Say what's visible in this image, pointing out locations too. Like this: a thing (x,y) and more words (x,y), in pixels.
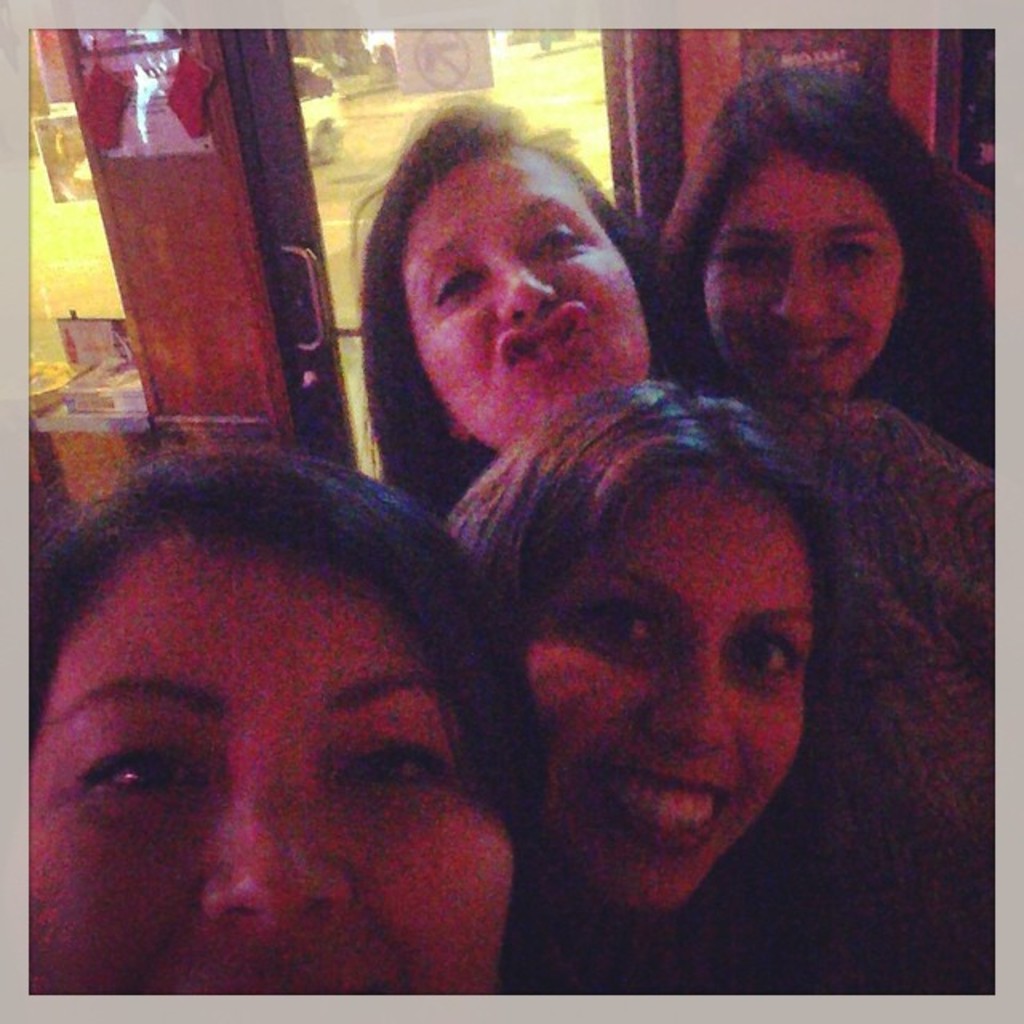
In this image there are four women (617,596) towards the bottom of the image (316,683), there is a door (378,186), there is a paper (464,61) on the door (357,162), there is a wall (200,268), there are objects (185,94) on the wall (920,62), there is a road (380,145), there is a car (317,98) on the road (353,99).
